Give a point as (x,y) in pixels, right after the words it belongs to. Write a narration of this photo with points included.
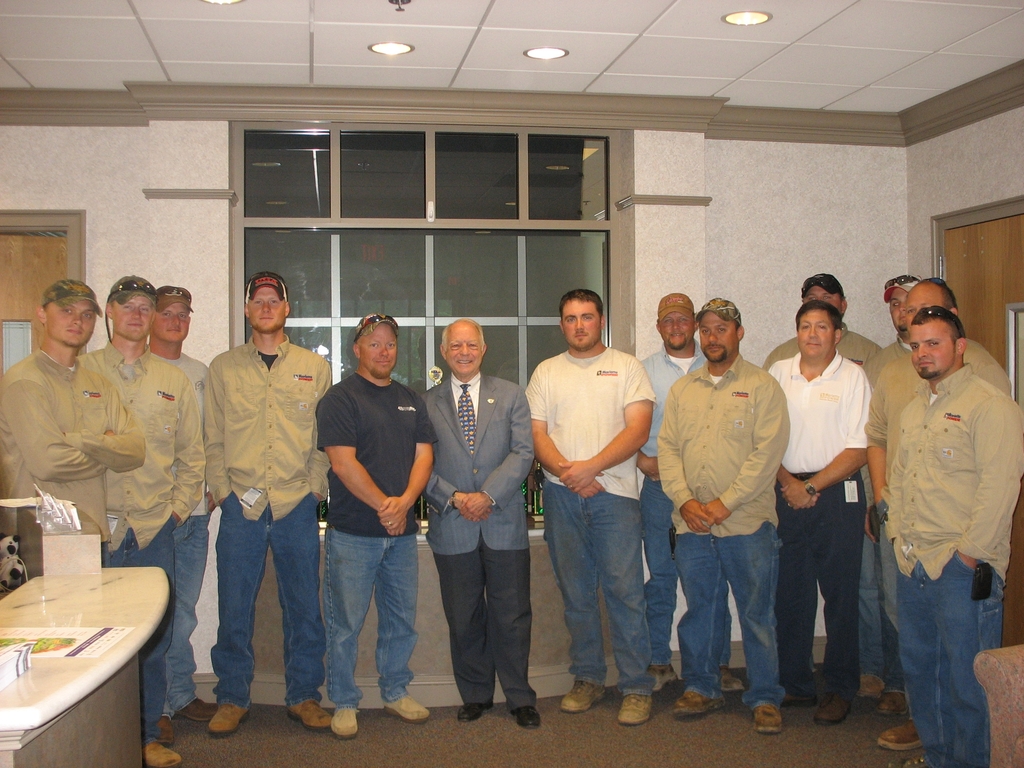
There are a group of people (998,500) who are standing. This is a white marble counter (98,600). There is a person (526,432) who is at center (499,492) is laughing.
